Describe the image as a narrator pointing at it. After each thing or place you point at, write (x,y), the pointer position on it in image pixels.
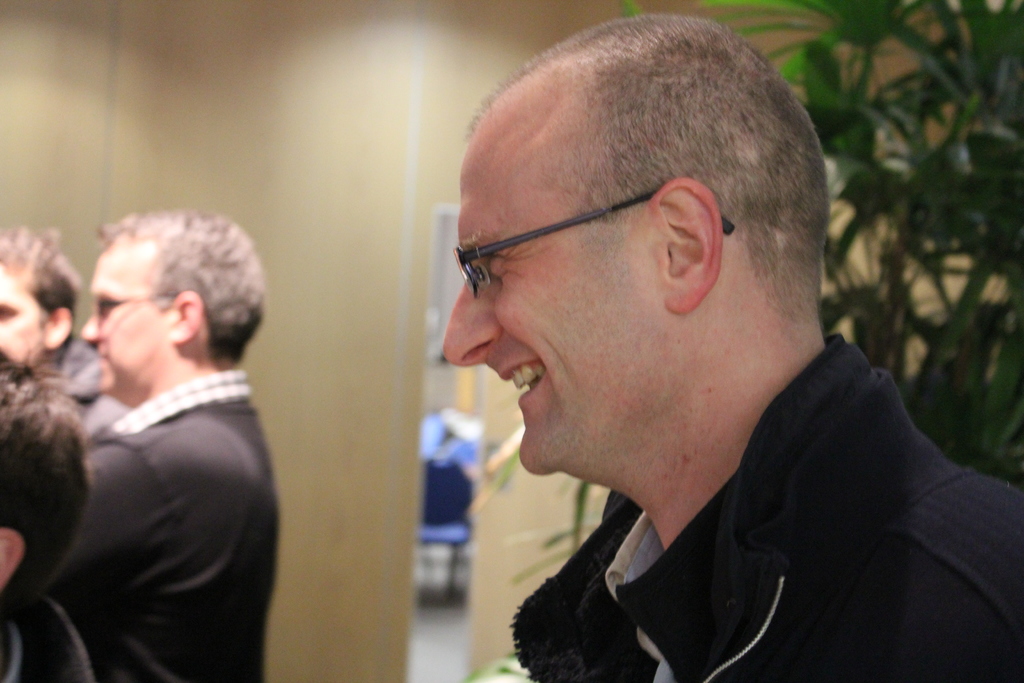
In this image we can see a man (713,416) is smiling on the right side (745,399). In the background (135,271) there are few persons (118,450) on the left side (129,284), wall (507,498), door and plants (955,62) on the right side (913,144) and we can see chairs (455,544) on the floor (418,569).
